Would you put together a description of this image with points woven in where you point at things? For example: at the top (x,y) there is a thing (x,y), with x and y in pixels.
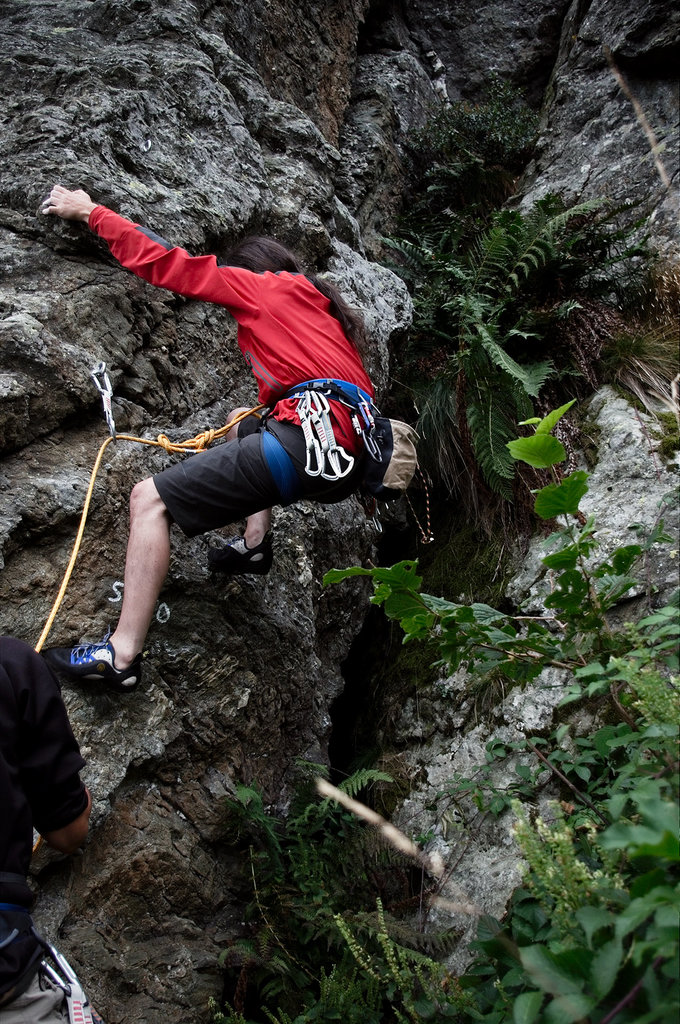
In this image, we can see a person (215,479) climbing a rock hill (71,619). Here we can see few plants (423,442), rope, clip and human (40,764).
